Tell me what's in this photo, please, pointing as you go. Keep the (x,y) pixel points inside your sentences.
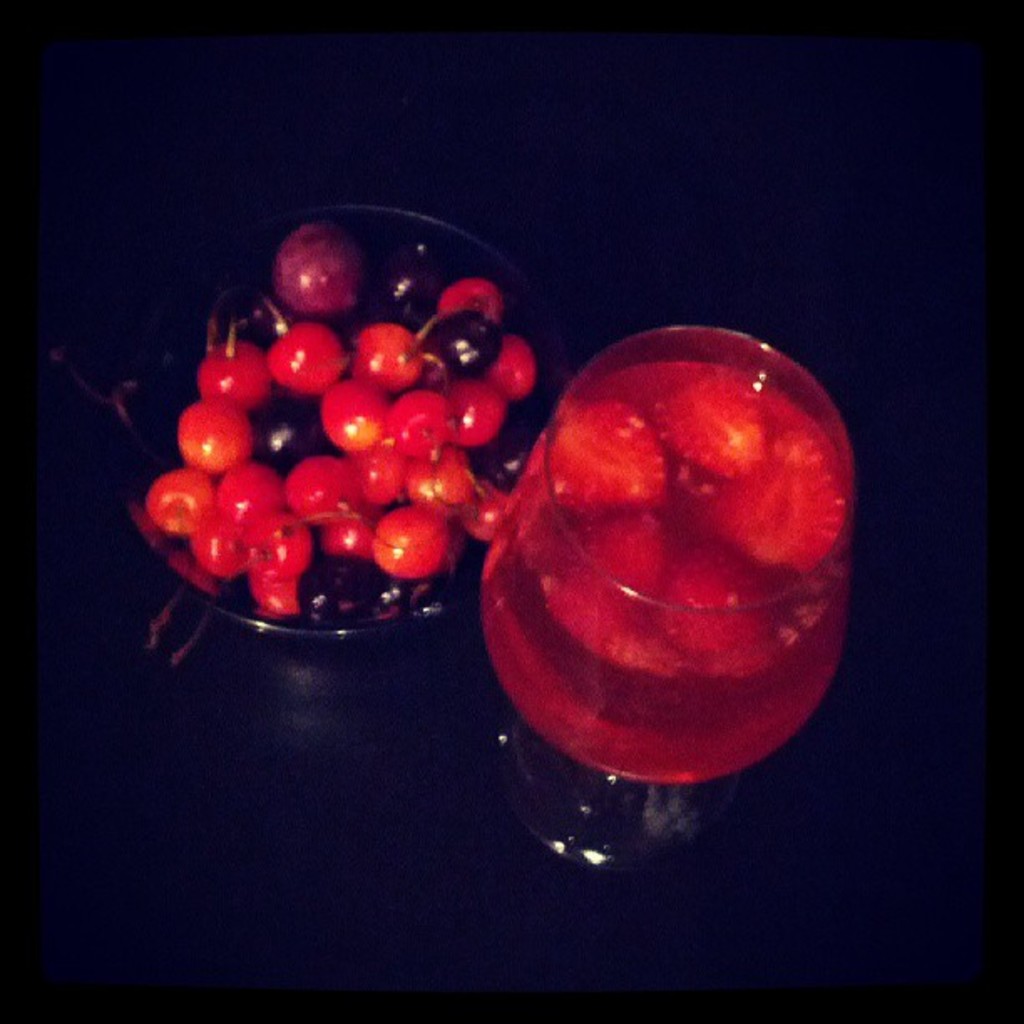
On the left side (246,527), there are fruits (441,347) arranged in a glass cup (403,230). On the right side (801,493), there is a glass (627,562) filled with juice (692,471). And the background (922,842) is dark in color.
